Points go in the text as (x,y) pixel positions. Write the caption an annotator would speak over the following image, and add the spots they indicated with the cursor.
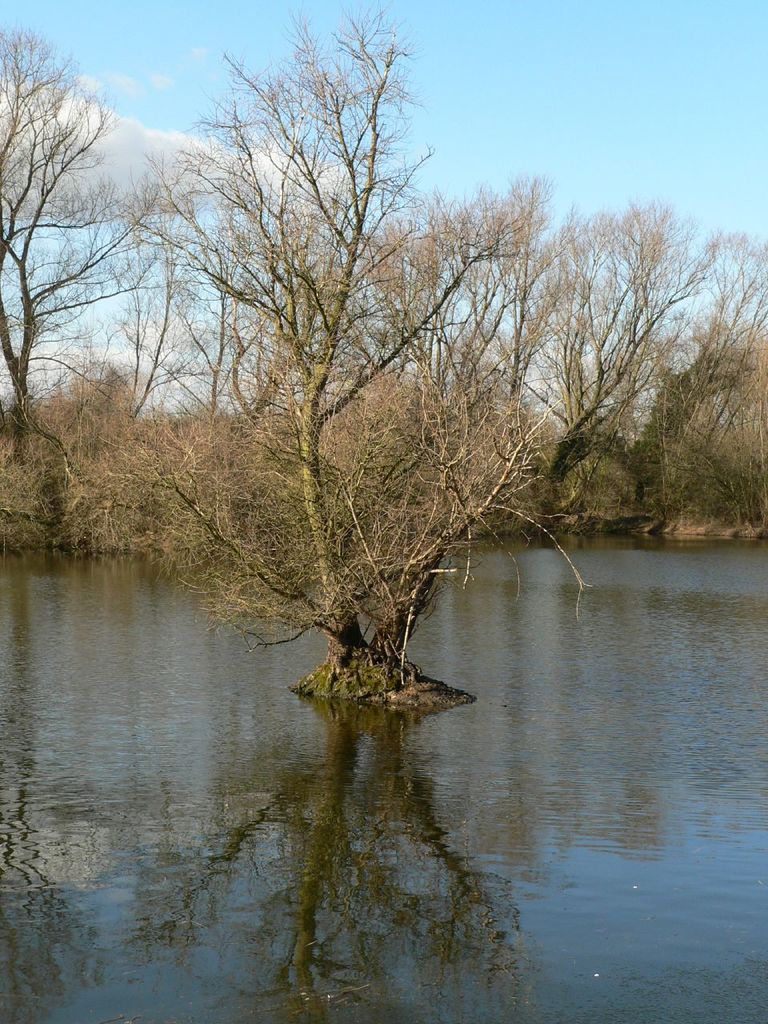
In the center of the image (339,598) there is a tree (390,664) in the pond (472,725). In the background (717,458) there are many trees (589,431), sky (501,147) and clouds (109,160).
